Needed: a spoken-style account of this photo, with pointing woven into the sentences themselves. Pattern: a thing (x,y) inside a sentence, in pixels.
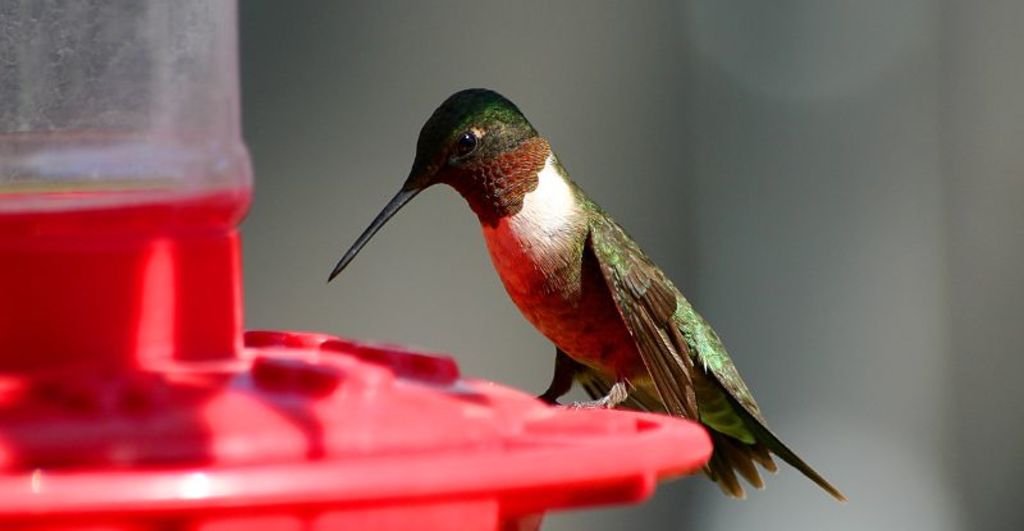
Here in this picture we can see a bird (529,256) present on a place (428,455) over there.
